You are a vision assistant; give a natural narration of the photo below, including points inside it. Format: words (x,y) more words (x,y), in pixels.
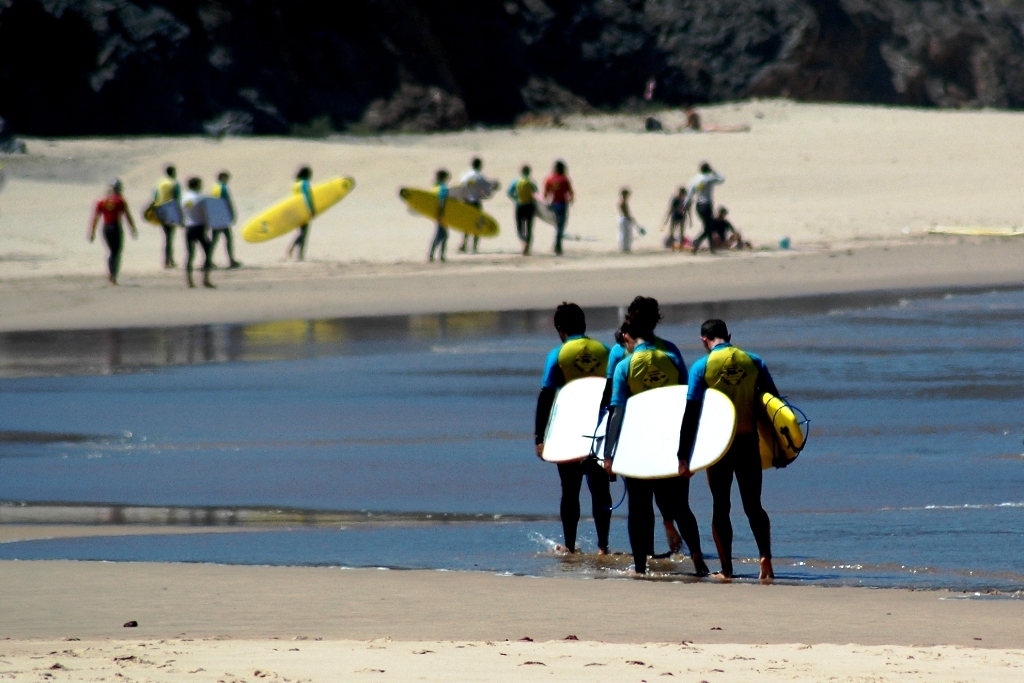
In this image there are people (300,180), water (1000,327) and surfboards (270,239). Among them few people (759,474) are holding surfboards (713,409). In the background of the image (846,218) is blurred.
